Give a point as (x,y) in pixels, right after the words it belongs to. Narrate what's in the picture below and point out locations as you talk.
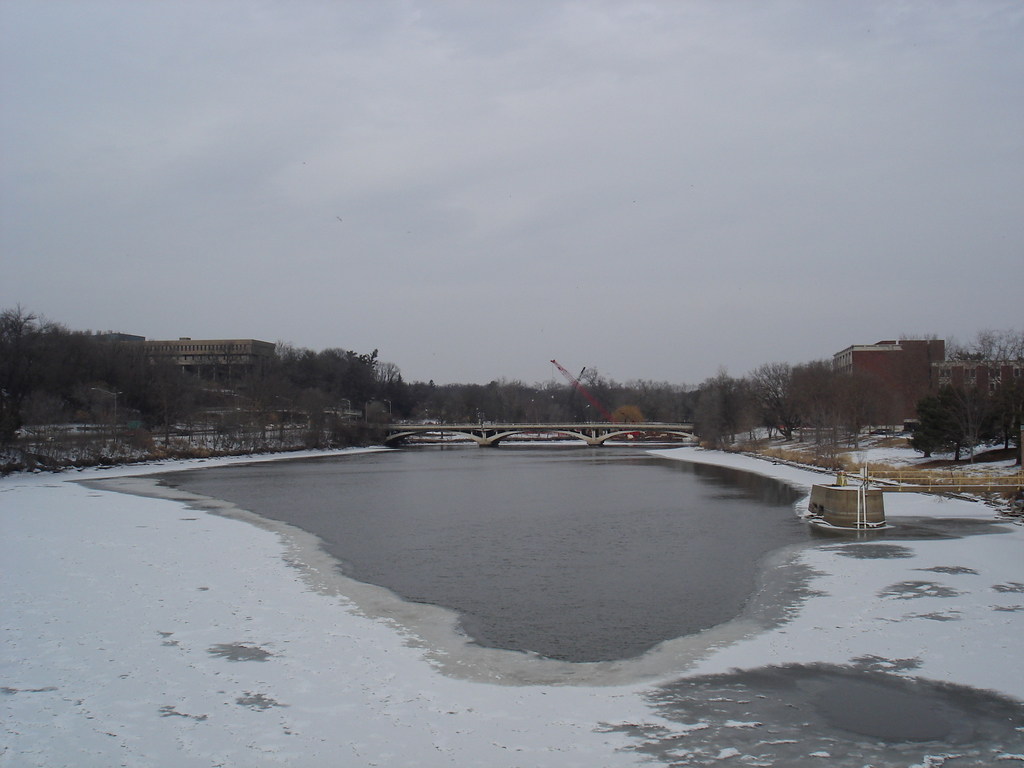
There is water (837,686), on which there is snow (86,569). In the background (988,398), there is a bridge (509,430) built on the water (672,585), there are trees (142,382), buildings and there are clouds (663,244) in the sky (413,118).
